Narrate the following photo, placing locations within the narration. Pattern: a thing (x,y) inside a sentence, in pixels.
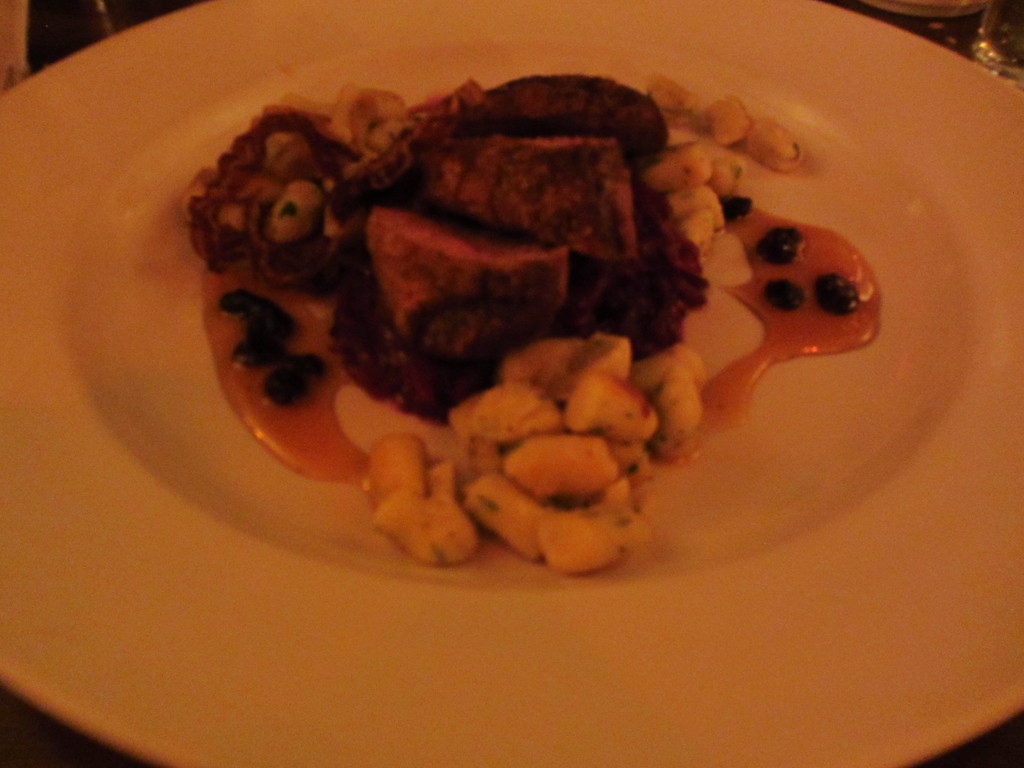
In this picture there is a food (239,242) on the plate (290,533) and in the top right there are glasses (908,14).
